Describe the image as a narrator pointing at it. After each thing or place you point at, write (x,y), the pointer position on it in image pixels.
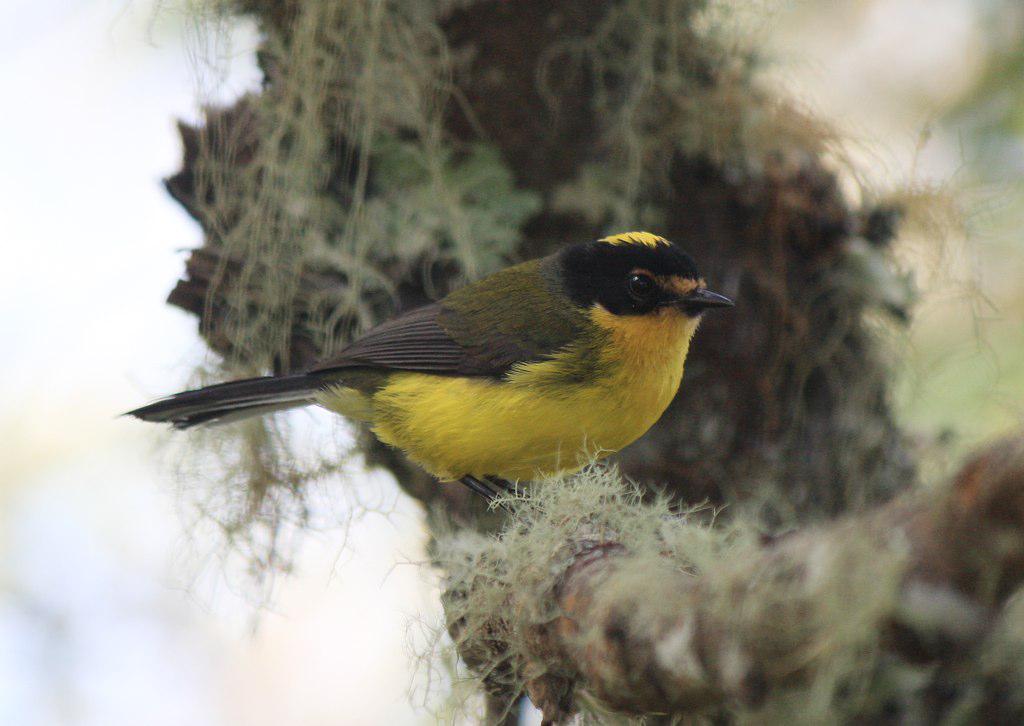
In this image we can see a bird (512,325) on the wooden bamboo like object (596,569). The background (69,233) is blurry.
